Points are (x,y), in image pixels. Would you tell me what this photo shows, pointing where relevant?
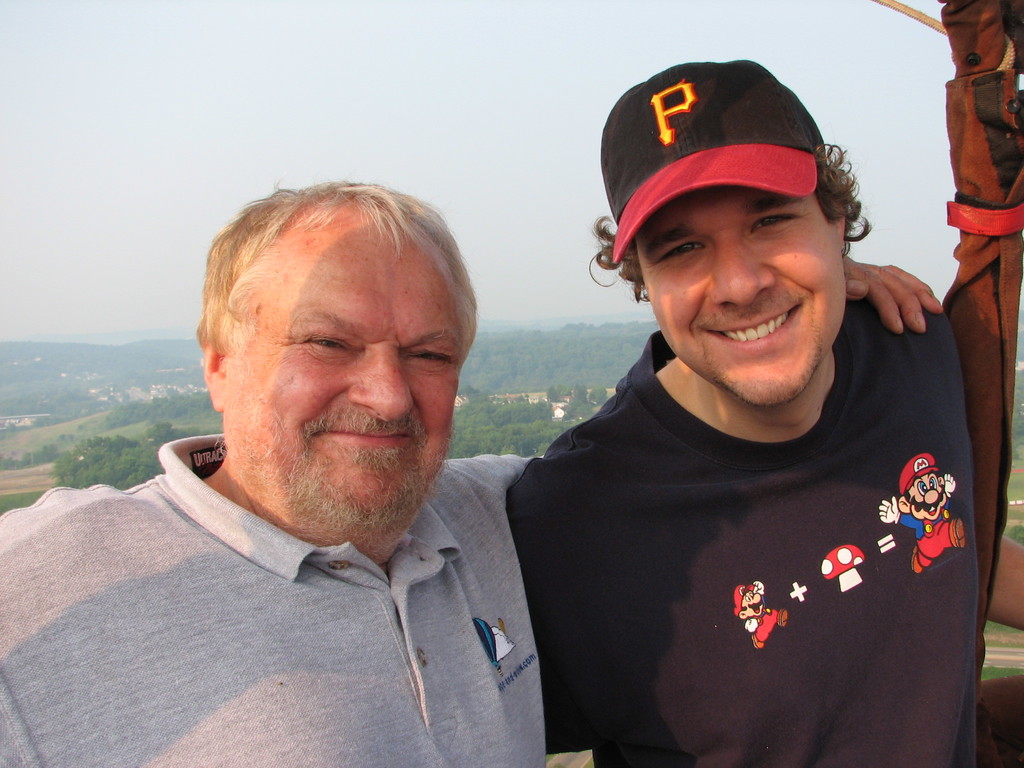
In this image, we can see two men (668,500). On the right side (1002,179), we can also see a cloth (970,63). In the background (500,397), we can see some trees (464,446), houses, plants (3,464), mountains (58,354). At the top (248,123), we can see a sky (166,171).
